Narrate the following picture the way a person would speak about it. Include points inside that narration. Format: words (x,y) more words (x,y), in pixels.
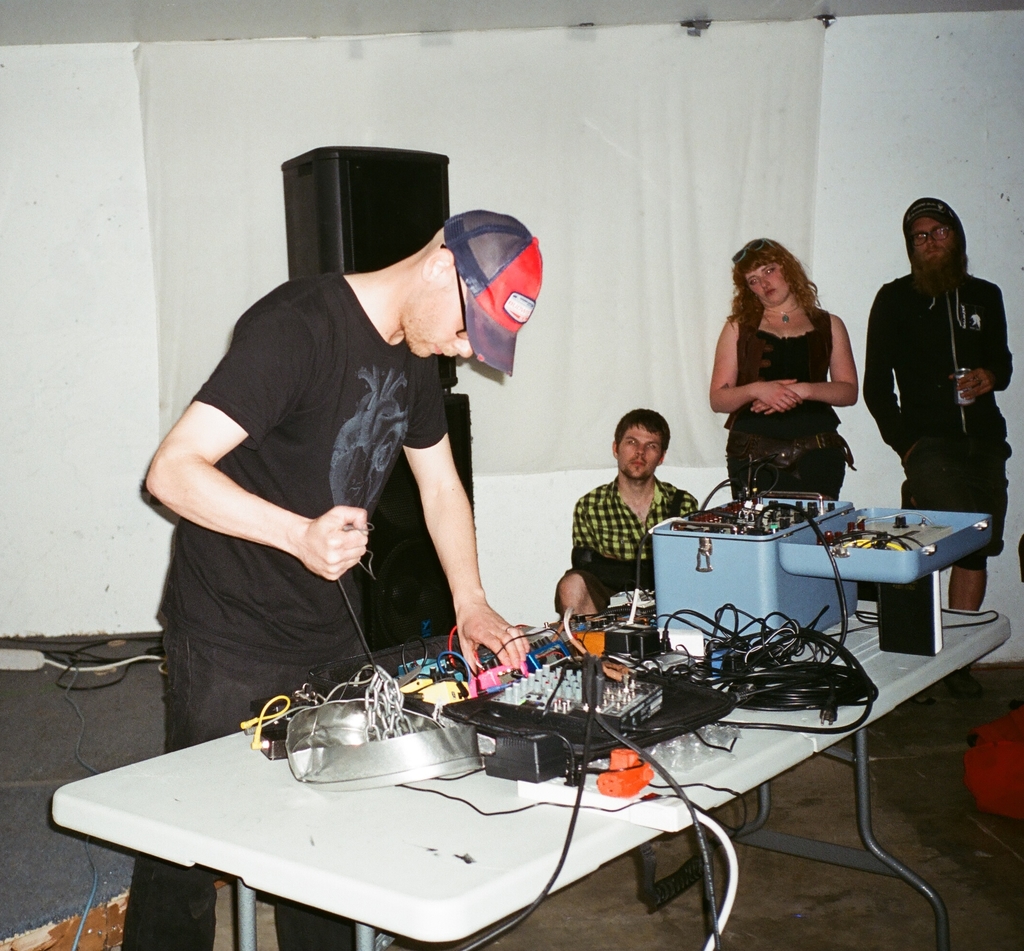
In this image we can see four persons (581,520), among them two are holding the objects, in front of them, we can see a table (509,833), on the table (744,780), we can see the cables (758,643) and some other objects (531,715), in the background (603,32), we can see a curtain (460,388) and the wall (58,343).
